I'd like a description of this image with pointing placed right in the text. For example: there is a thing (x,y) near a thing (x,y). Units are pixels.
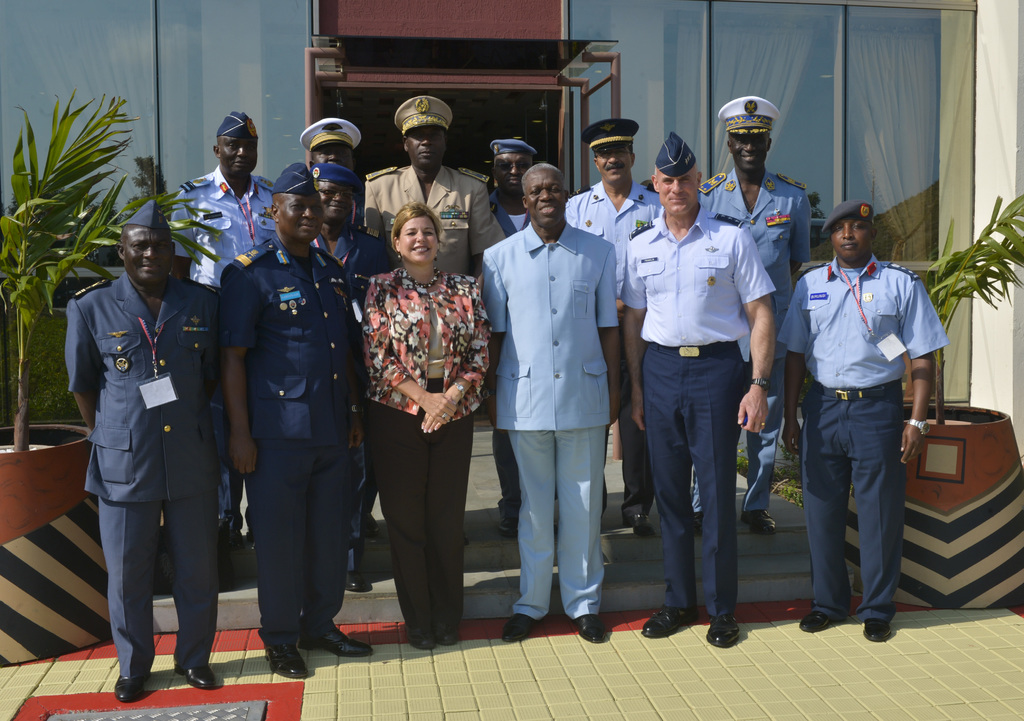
In this image we can see a group of people (512,294) standing on the ground (560,649). We can also see a staircase (619,534), the lid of a manhole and some plants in the pots (977,603). On the backside (1004,371) we can see some curtains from a glass window (794,157), a door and a wall (987,332).
